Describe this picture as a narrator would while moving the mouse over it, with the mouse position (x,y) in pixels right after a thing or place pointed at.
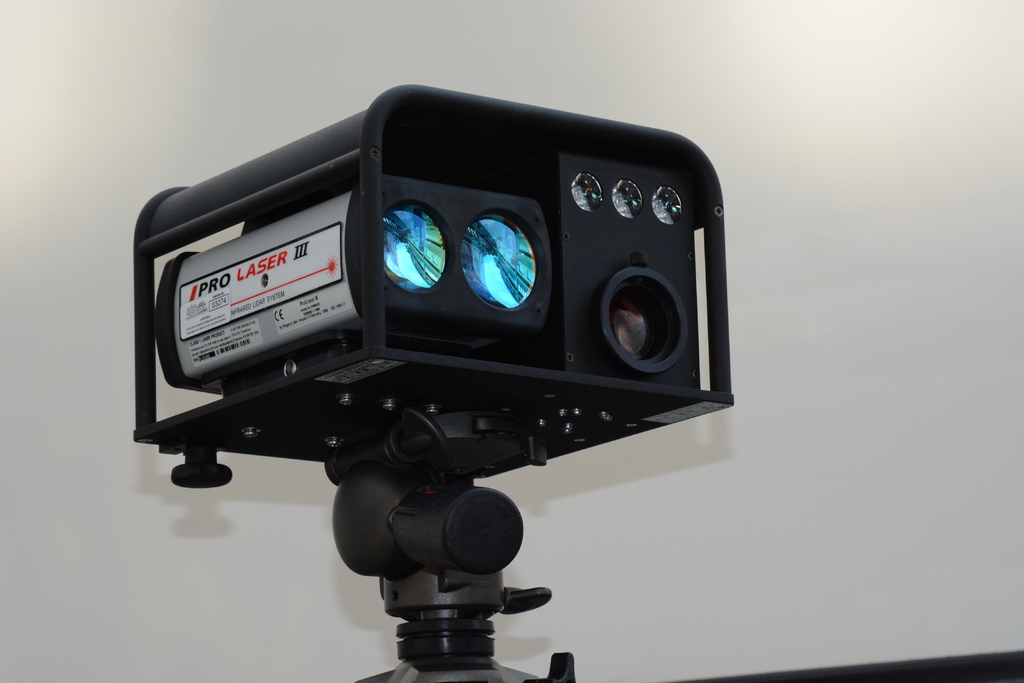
This picture contains a laser speed device (316,314). It is in black color. In the background (67,67), we see a wall (699,459) in white color.
